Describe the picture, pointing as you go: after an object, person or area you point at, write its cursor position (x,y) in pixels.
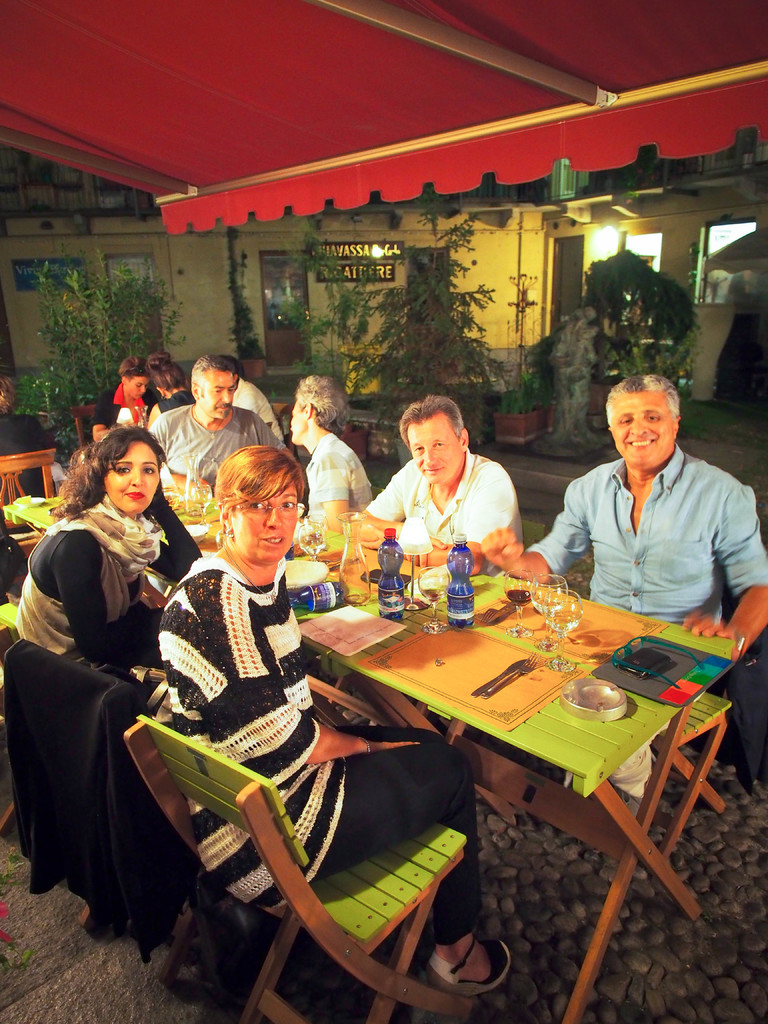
in this image i can see table (519,714) and people (399,744) sitting around. on the table (475,680) there are forks (491,687), glasses (523,607) and bottles (453,570). behind them there are plants (464,305) and building (502,233).
